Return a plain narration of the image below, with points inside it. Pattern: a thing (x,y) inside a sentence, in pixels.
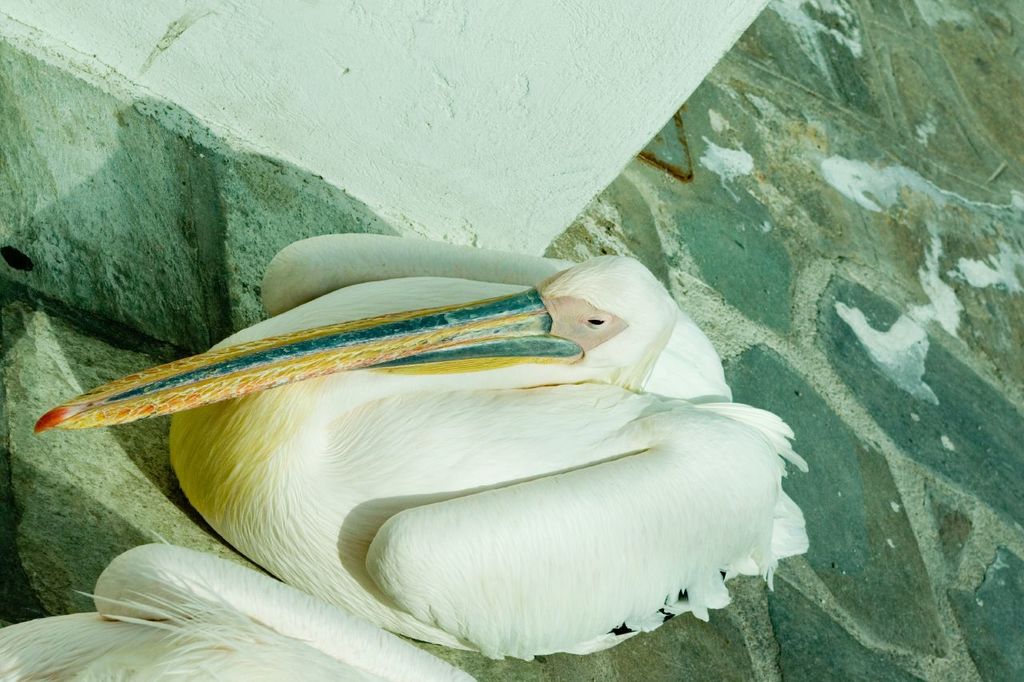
In this image, we can see a white bird (458,491) with long beak (534,295) sitting on the path (999,423). At the top of the image (406,84), there is a white wall (445,34). In the bottom left corner (268,665), there is another bird (212,655).
